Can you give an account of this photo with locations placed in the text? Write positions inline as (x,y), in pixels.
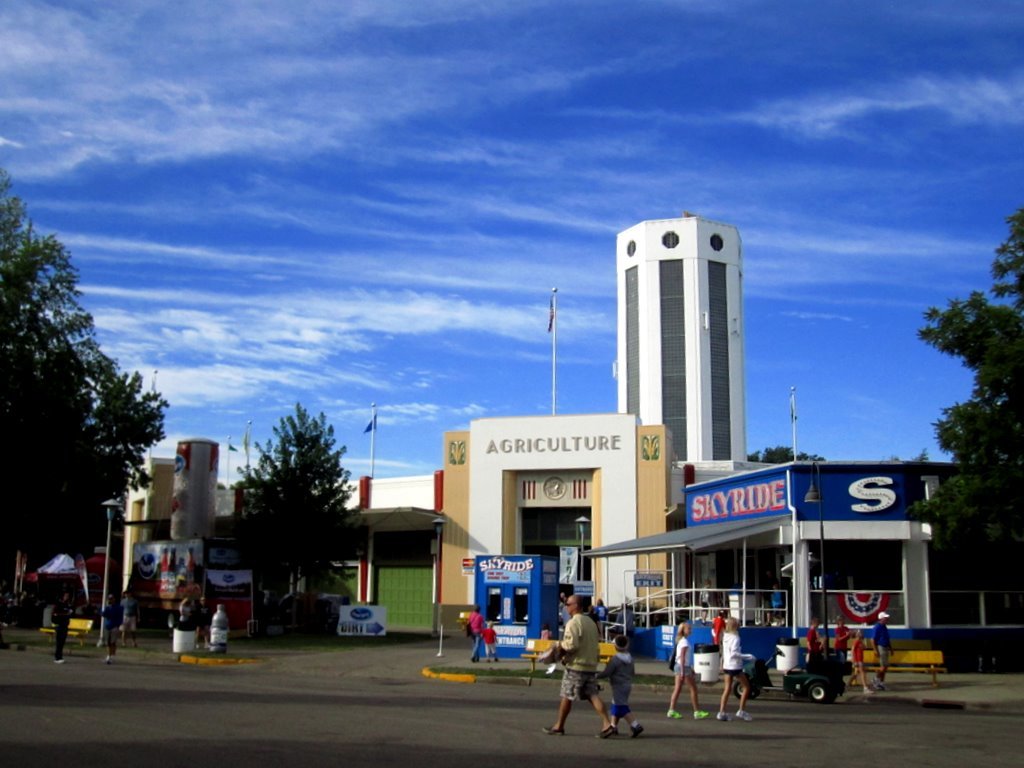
In the foreground of this image (544,683), there are persons (588,652) walking on the road (432,757). In the background (1013,416), there are trees (249,510), buildings (483,497), flags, a vehicle (811,675) on the road (715,695), few dustbins (694,663), sky (259,100) and the cloud (214,100).
